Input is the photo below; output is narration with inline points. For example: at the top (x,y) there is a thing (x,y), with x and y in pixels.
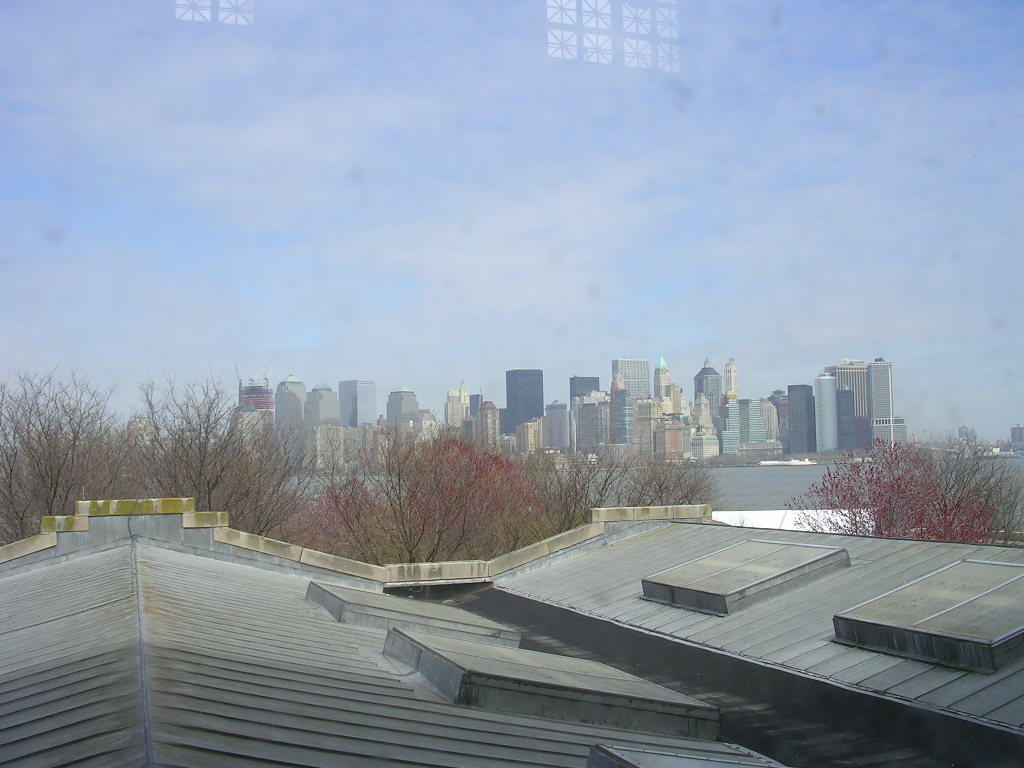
In this image we can see buildings (223,535), trees (659,492), water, skyscrapers (645,391) and sky (523,188).
